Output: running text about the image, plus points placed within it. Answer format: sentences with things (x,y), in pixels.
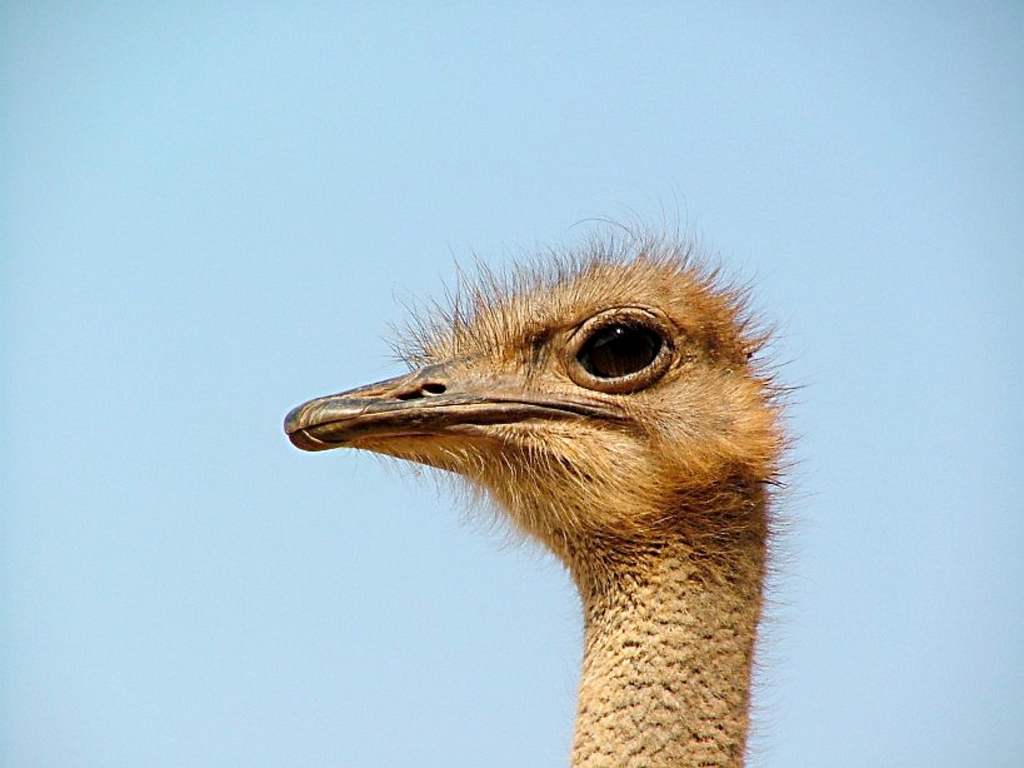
In this image there is a bird (680,564). Background (987,89) there is sky (316,480).
